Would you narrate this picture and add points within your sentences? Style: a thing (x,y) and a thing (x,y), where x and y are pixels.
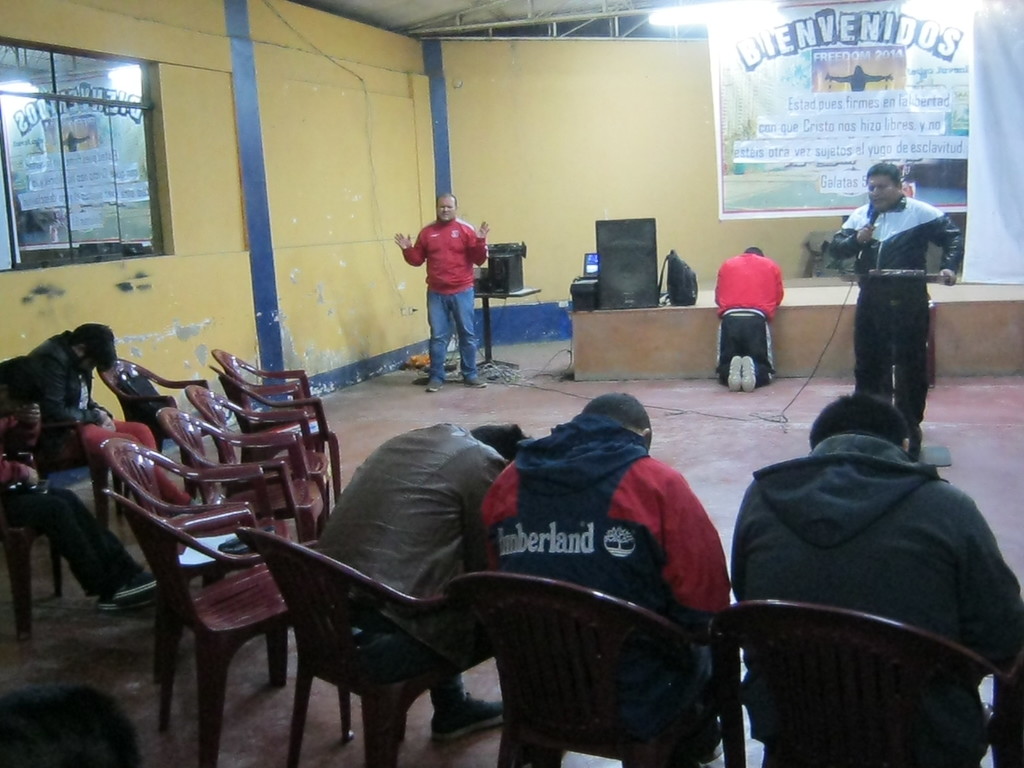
In the middle of the image (644,257) there is a speaker (648,293), Beside speaker (653,268) there is a bag (678,299). Beside bag (670,261) a man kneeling on the floor (722,411). Top right side of the image (806,180) there is a banner (964,66). Right side of the image (871,177) a man (870,378) is speaking on microphone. Bottom right side of the image (965,543) three people (927,471) sitting on the chair (573,645). In the middle of the image (473,261) a man (467,343) is standing and watching. Behind the man (471,301) there is a table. Behind the table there is a wall (588,99). At the top of the image (432,33) there is a roof (438,17) and light (701,6). Top left side of the image (146,154) there is a window (104,233). Bottom left side of the image (99,566) two persons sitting on a chair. Bottom of the image (132,514) there are some empty chairs (152,418).
